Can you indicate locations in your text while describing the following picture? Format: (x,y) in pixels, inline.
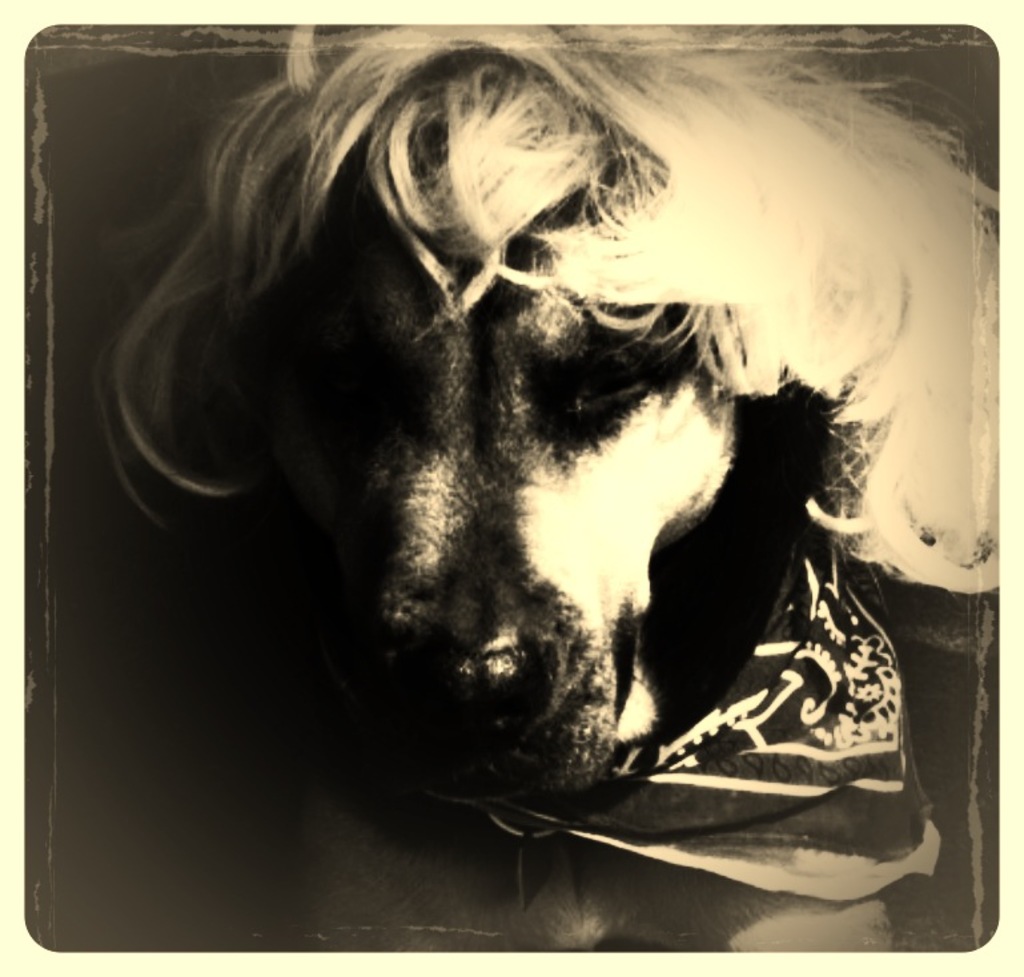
In this picture I can see the dog (550,477). On his neck (788,752) I can see the cloth (745,723). On the left (57,469) I can see the darkness (63,690).
